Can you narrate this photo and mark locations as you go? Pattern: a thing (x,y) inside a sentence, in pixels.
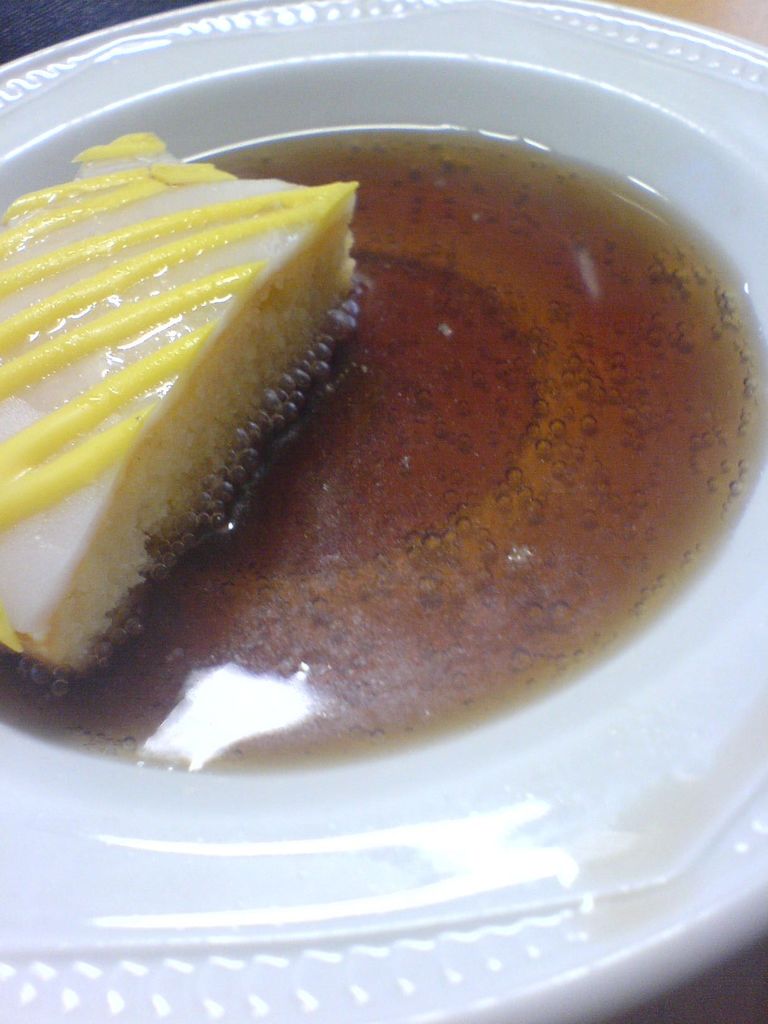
In this image we can see a plate (656,694) containing food (238,546).
